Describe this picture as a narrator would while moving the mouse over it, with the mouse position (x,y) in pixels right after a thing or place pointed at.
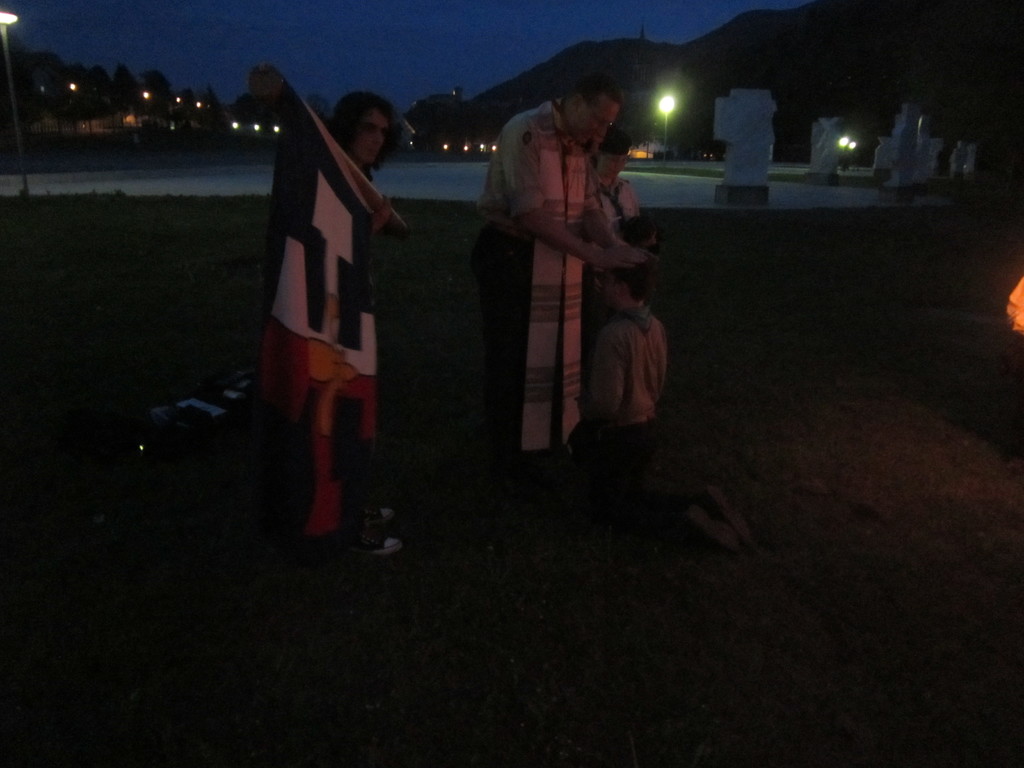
In this picture, in the middle (611,394), we can see two person (681,497) are standing. On the left side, we can also see a person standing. In the background (186,89) there are some trees (124,73), mountains (842,68). On the top (443,44), we can see a sky (444,36).
